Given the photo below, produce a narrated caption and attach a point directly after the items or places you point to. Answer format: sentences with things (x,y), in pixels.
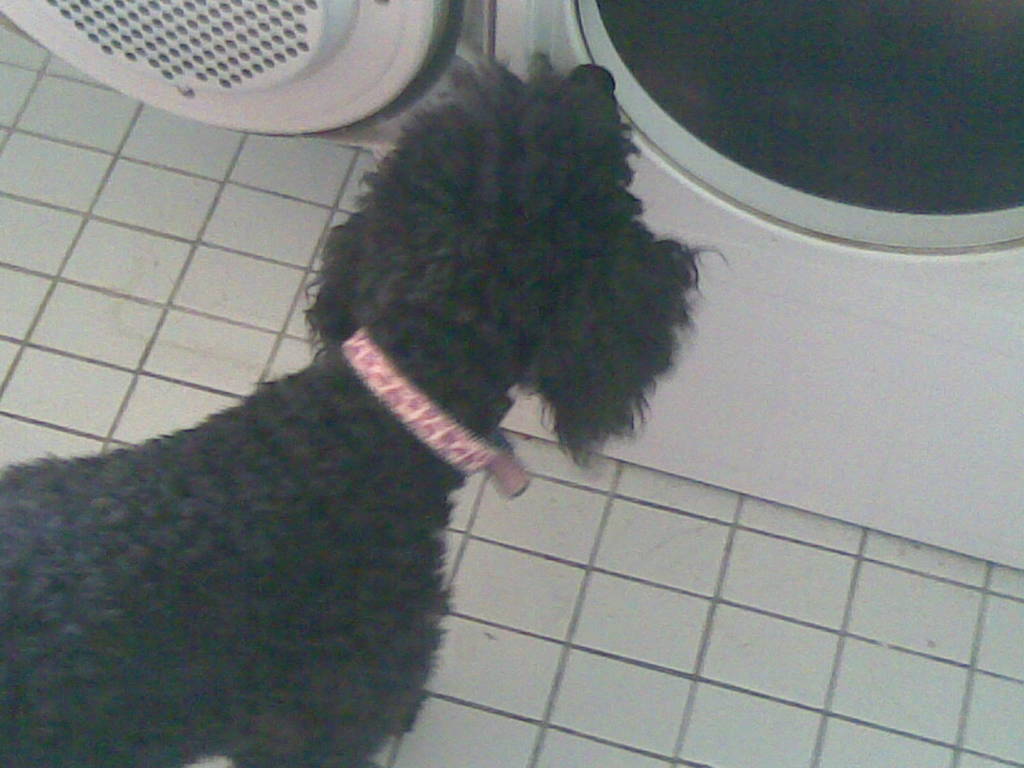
In this image I can see a dog (156,572) which is black in color and a belt (460,442) to its neck (487,397) which is pink in color. I can see a washing machine (852,412) which is white in color on the white colored floor (824,589).
